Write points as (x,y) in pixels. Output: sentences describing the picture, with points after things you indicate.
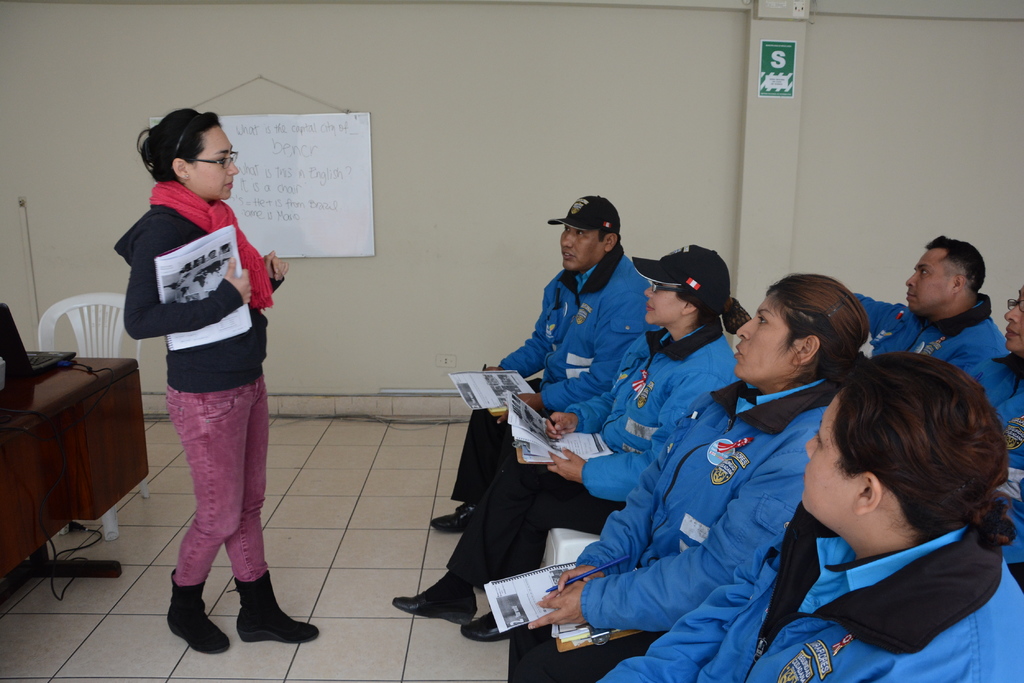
This image consists of many people (673,445) wearing blue jackets (665,542). On the left (220,436), there is a woman (171,413) wearing a scarf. At the bottom (141,637), there is a floor (231,622). In the background (413,107), there is a wall (113,152). On which there is a board (333,182) hanged. On the left (65,371), we can see a chair (86,333) and a table (81,492).
